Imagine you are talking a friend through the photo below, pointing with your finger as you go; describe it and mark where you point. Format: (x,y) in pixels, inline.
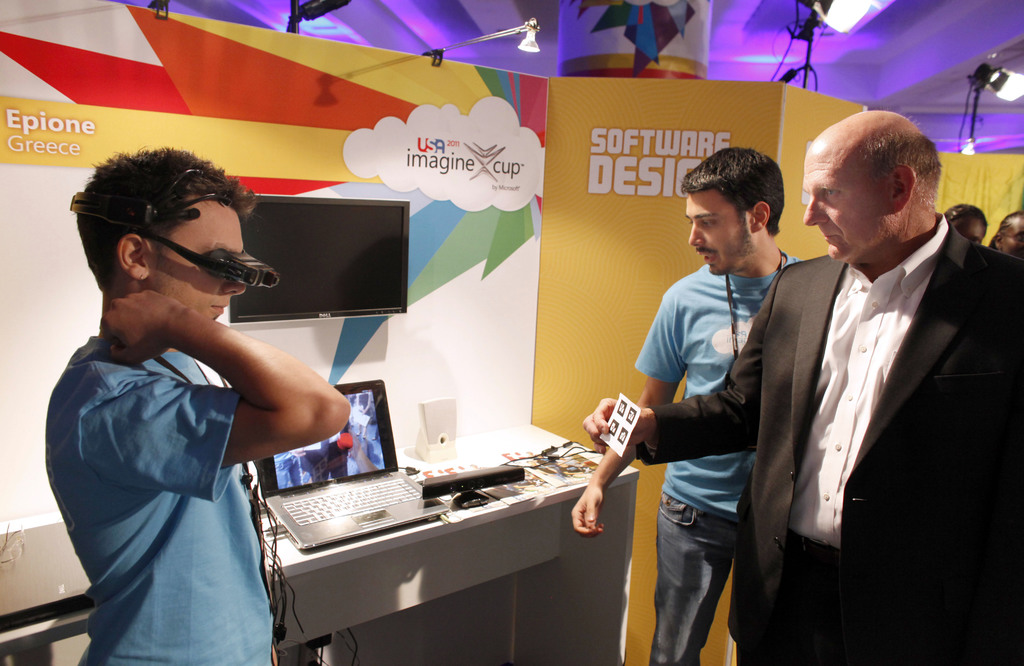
In this picture we can see a group of people (933,267) standing and looking at laptop (356,408) on table (507,446) and we have some wires (538,458) and papers (535,481) on that table (532,446) and in background (397,382) we can see wall (375,140) with television (382,267), lights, stands (802,34).
